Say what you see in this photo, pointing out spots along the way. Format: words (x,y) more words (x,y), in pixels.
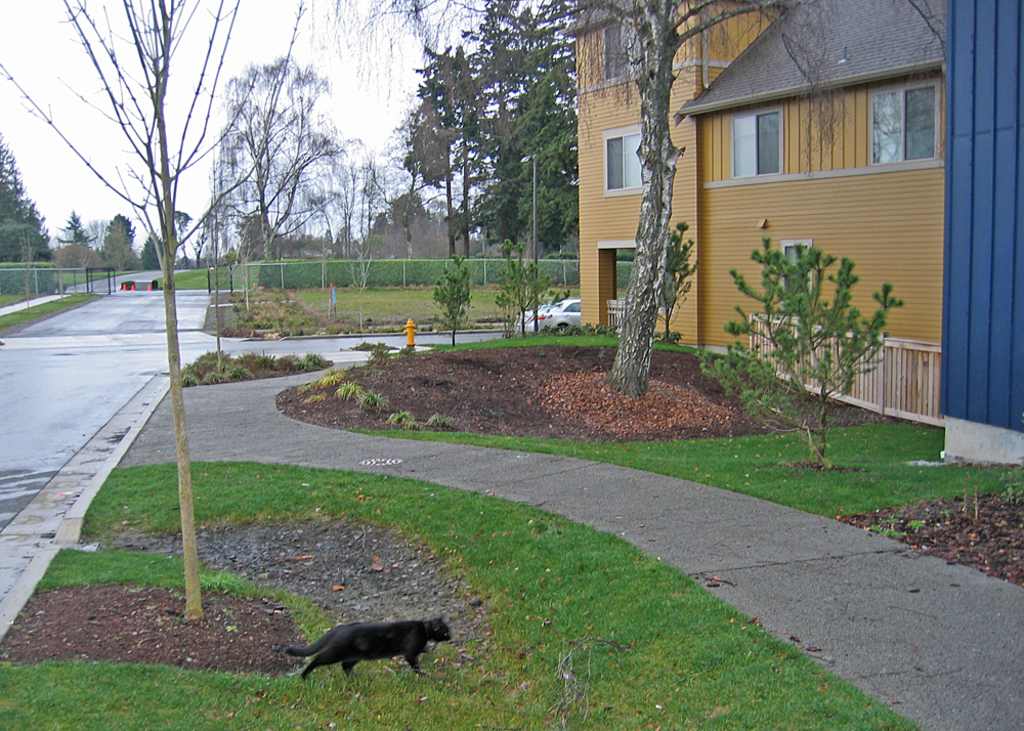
In this image, we can see trees (501,163), poles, a building (844,248) and some vehicles (568,317) on the road (138,347) and there is a fire hydrant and a fence (317,286) and some plants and there is an animal (321,651) on the ground (432,562).
